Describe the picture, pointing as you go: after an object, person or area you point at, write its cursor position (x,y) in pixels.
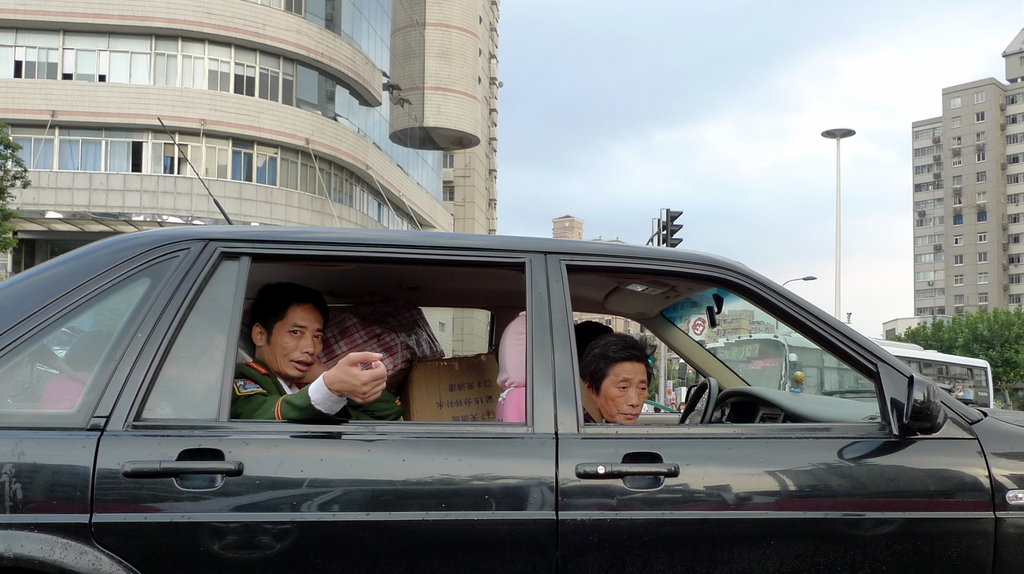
There are three people (363,364) with some objects (443,396) sitting inside the car (675,510). This is a black color car (904,471). I can see a bus (924,360) which is white in color. These are the buildings (98,107) with windows (341,84). I can see trees (931,329) here. This looks like a pole (839,165). This is a traffic signal (669,231).
